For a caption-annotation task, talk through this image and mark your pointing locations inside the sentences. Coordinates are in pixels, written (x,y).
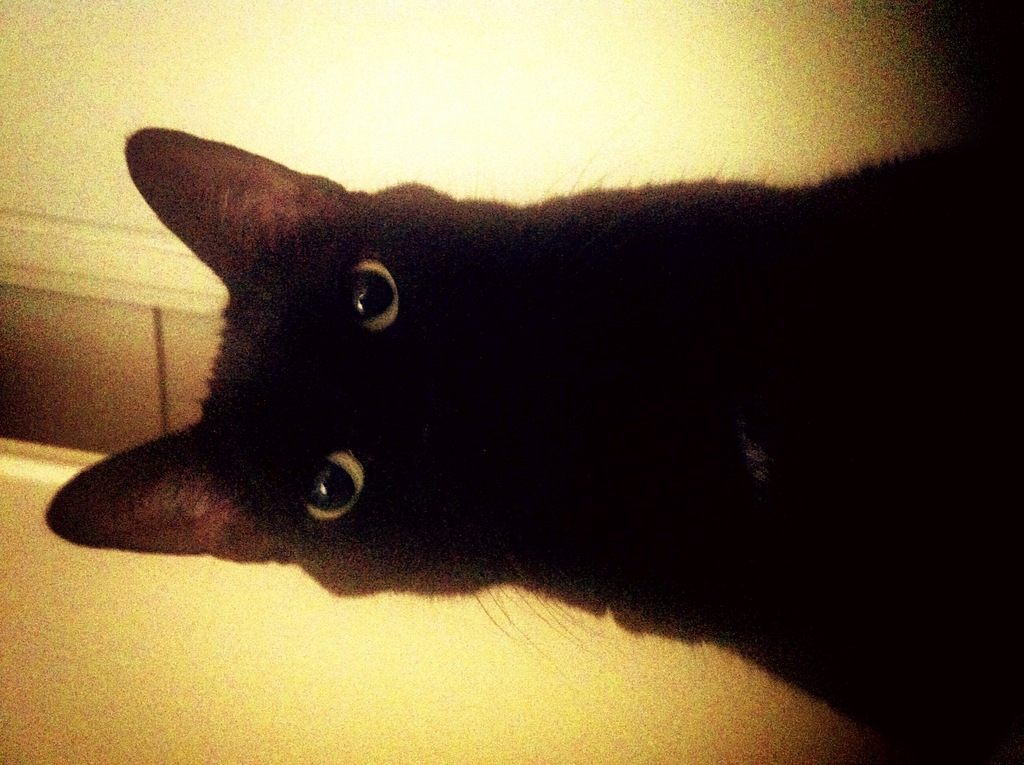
In this image, I can see a black cat (545,467).
